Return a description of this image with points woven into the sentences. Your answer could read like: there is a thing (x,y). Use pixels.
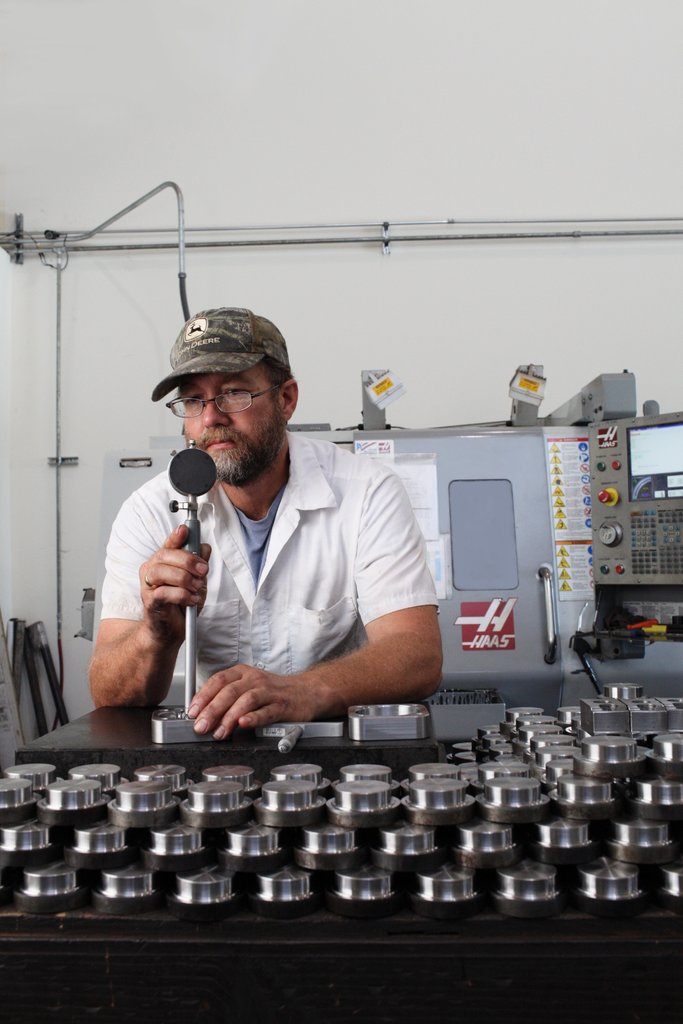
In this image I can see the person (373,577) is holding something I can see few silver and black color objects (572,796). In the background (526,650) I can see few machines (531,442) and the wall (451,361).
